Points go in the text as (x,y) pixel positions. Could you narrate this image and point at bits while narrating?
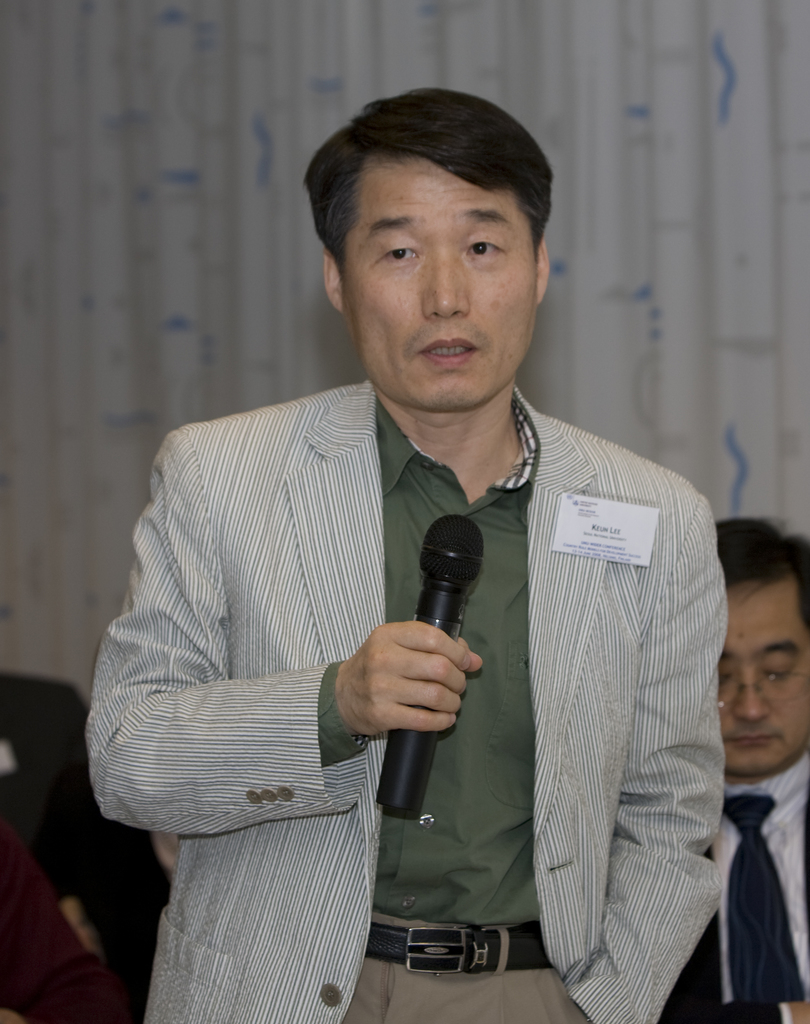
In the image there is a man (549,494) holding a microphone (450,584) and opened his mouth (446,358) for talking. On right (793,667) there is another man (755,919) sitting on chair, in background (79,319) there is a white color curtain (208,295).
